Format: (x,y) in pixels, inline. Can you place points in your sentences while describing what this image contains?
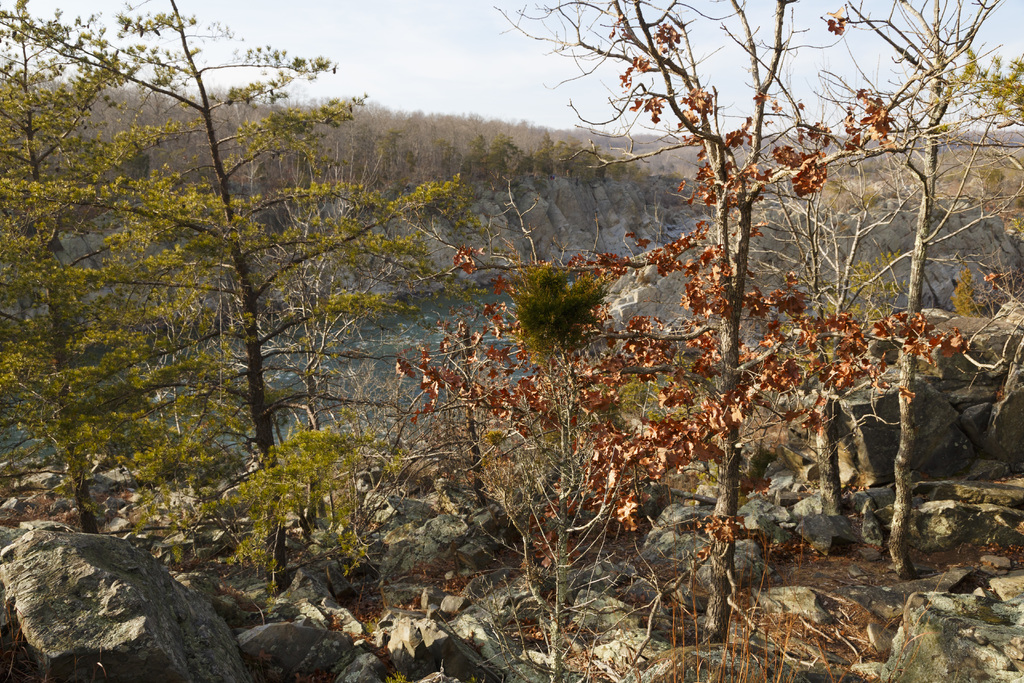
In this picture there are mountains (909,233) and there are trees (32,385). At the top (784,121) there is sky (527,53). At the bottom (869,564) there is water (433,304) and there is ground (835,562).
